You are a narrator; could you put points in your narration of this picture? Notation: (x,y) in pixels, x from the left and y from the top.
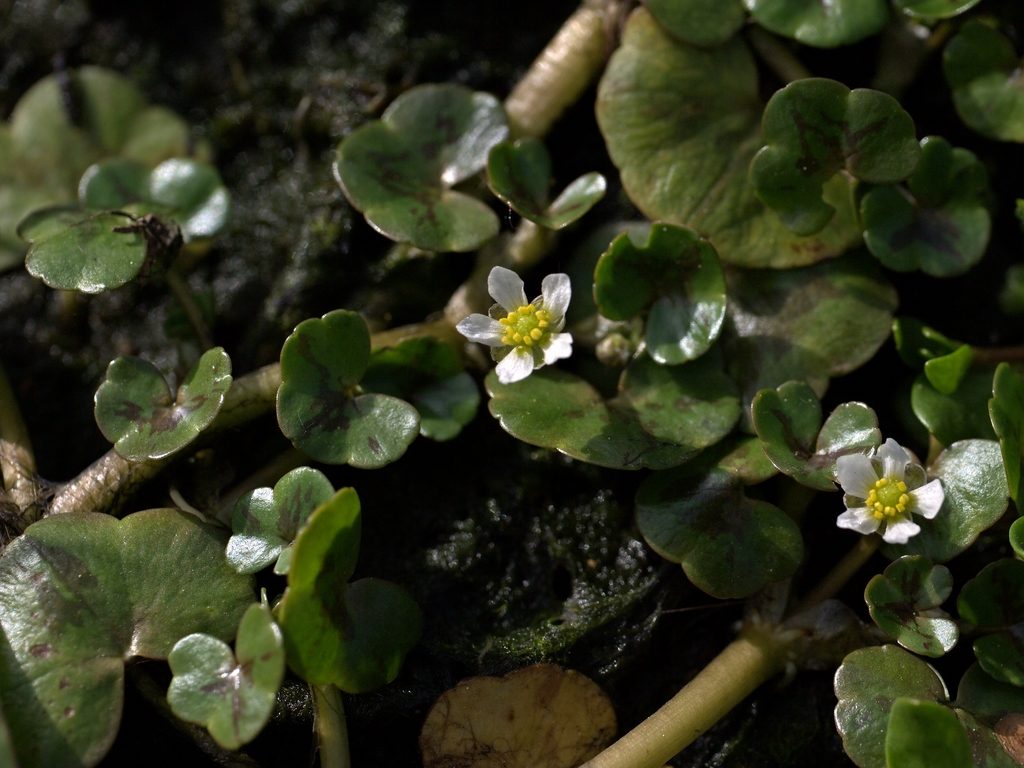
In this I can see there are leaves (696,338) and white color flowers (860,494).
